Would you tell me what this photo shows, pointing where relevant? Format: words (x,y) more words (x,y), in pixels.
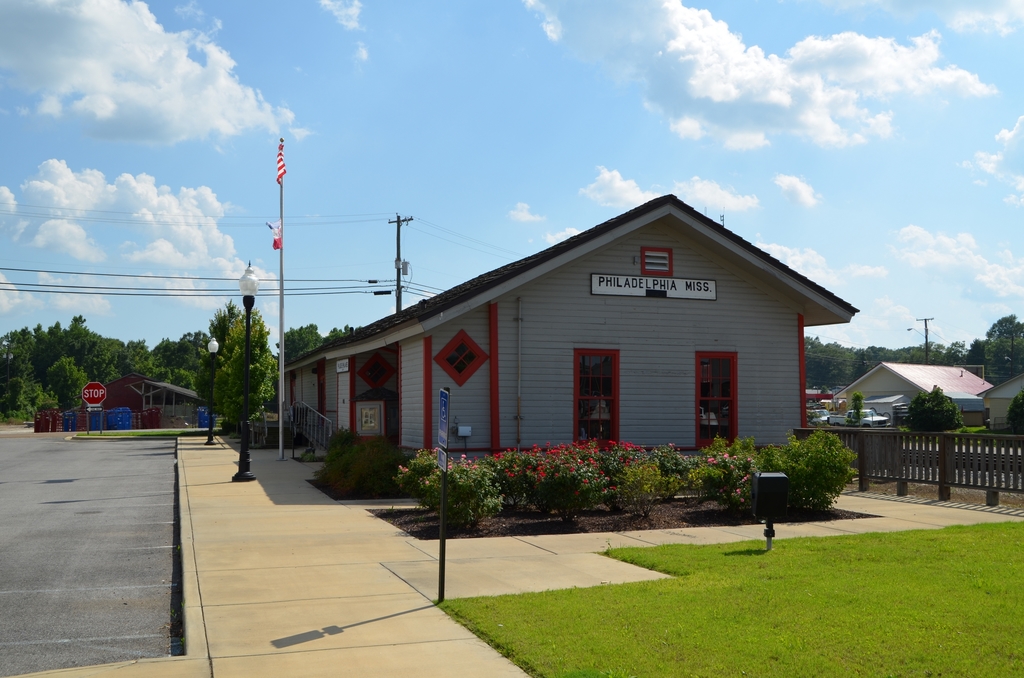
In this image I can see a road (13,529) on the left side (175,534) and on the right side of this image (761,480) I can see few poles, few lights (247,298), wires (312,293), a flag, number of plants (604,485), few buildings (736,324) and few vehicles (818,416). I can also see grass ground (538,632) on the right side of this image (869,557) and on the both side of this image I can see number of trees (163,358) and few sign boards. In the background (287,137) I can see clouds (112,11) and the sky (621,85).
